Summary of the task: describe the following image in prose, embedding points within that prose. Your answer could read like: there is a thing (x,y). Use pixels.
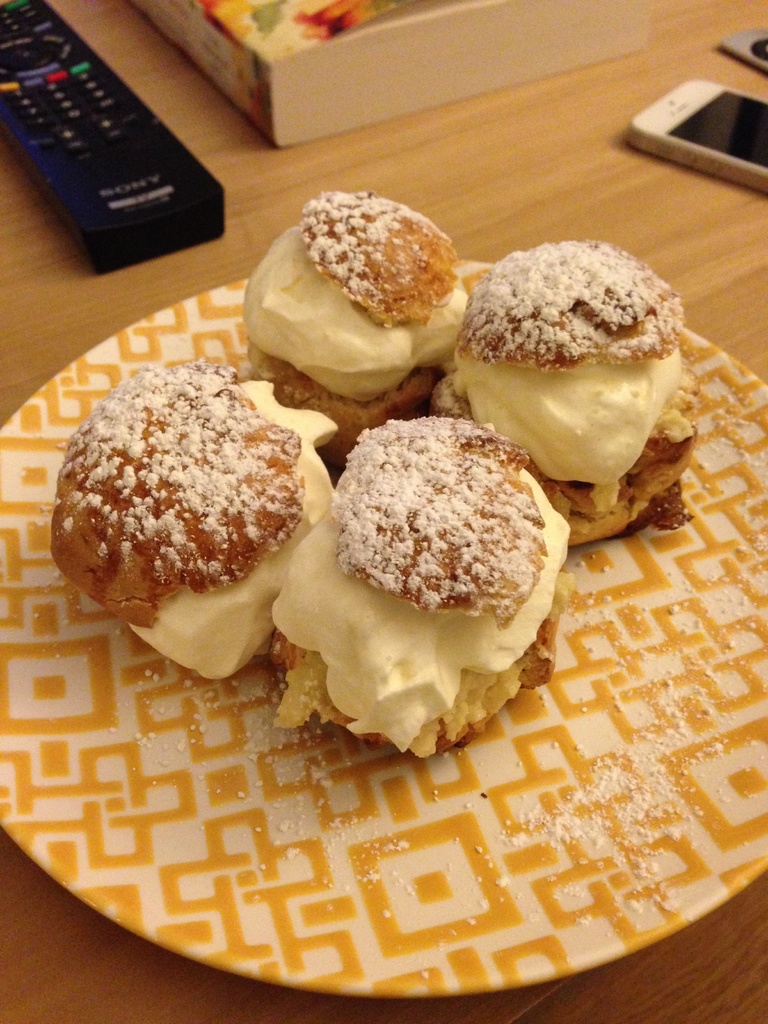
There are four food items (454,570) arranged on a plate (731,698). Which is on the table (83,907). On which, there is a remote (93,142), mobile (762,151), box (418,75) and other object (736,43).
